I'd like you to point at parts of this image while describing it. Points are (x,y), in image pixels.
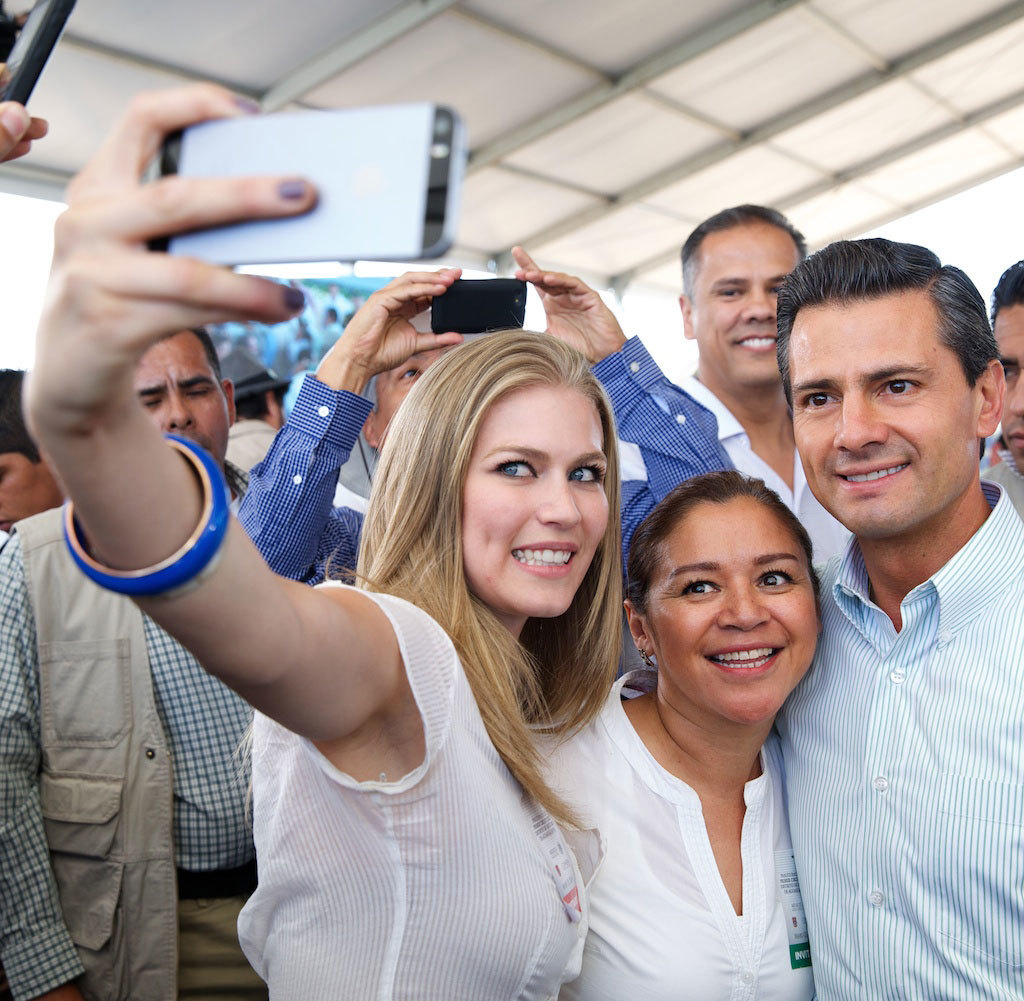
In this picture there are three people (501,713) here. Two of them were women (661,825). One of them was man (869,757). The woman (437,689) in the left side (295,182) is clicking a selfie with her mobile (299,164). In the background (421,340) there are some people (731,344) standing and a guy (325,507) is taking a picture with his mobile (483,306).
